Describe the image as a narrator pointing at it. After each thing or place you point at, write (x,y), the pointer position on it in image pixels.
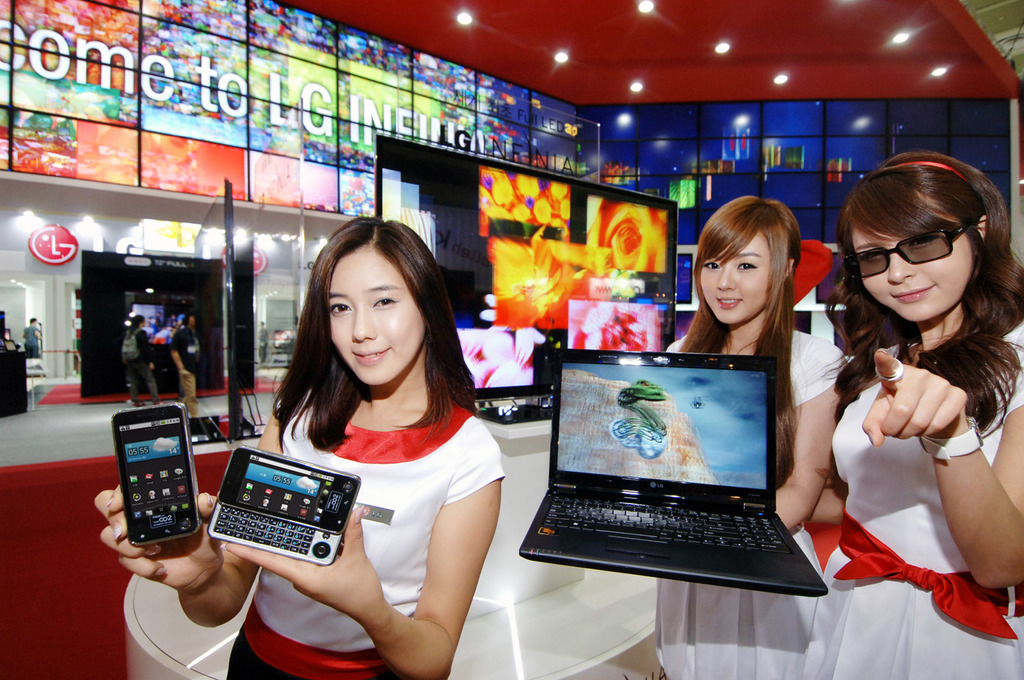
In this picture we can see three woman (982,304) standing and showing laptop (711,520), mobile (145,425), some devices (268,485) and they are smiling and in background (415,113) we can see wall (305,140) with screens (223,152), some persons (186,355) walking, light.
